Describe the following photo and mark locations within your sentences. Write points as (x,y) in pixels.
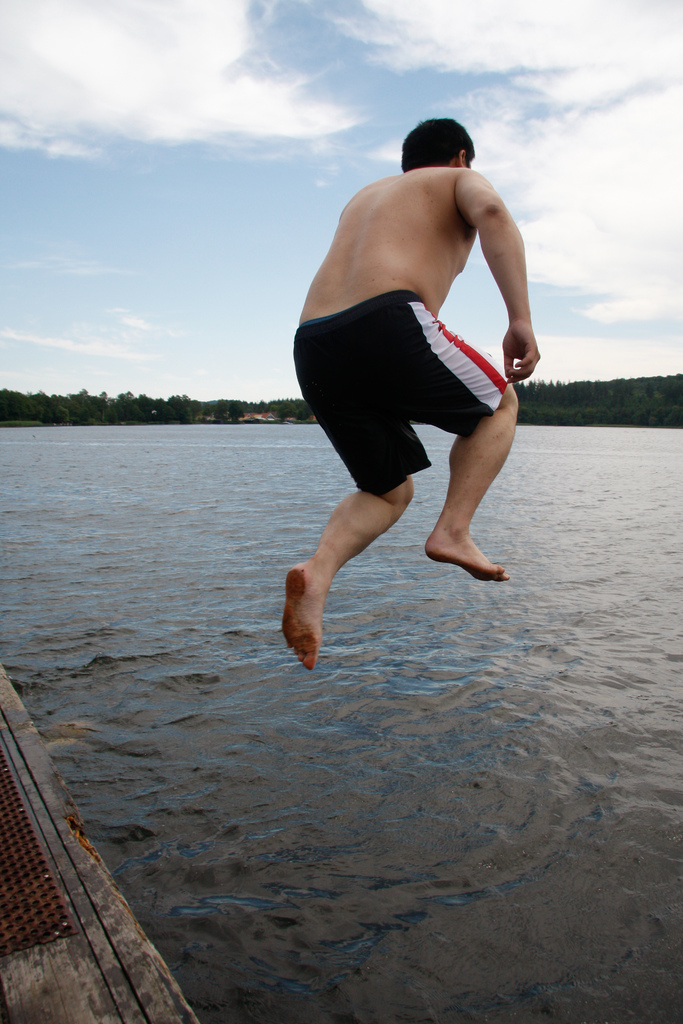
In this image there is a man (366,379) jumping. There is the water (279,705) in the image. In the bottom left (46,911) there is a wooden surface (77,997). In the background (658,391) there are trees (606,396). At the top (314,158) there is the sky (156,244).
